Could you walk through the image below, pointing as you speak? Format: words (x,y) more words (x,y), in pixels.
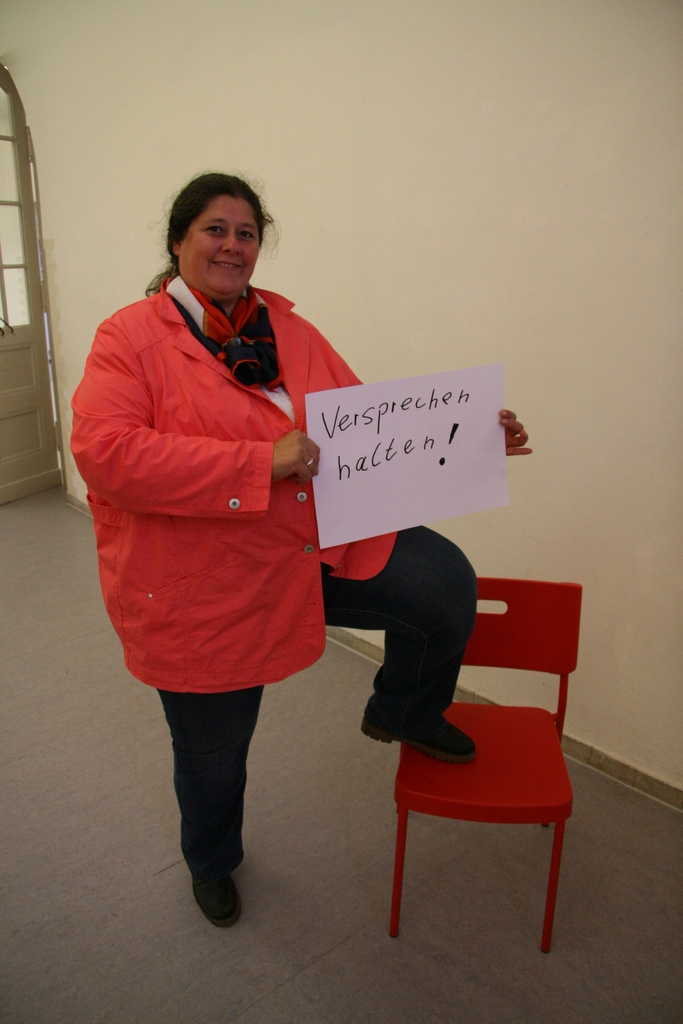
There is a lady (160,331) holding a paper (416,458) with something written (372,459) on that. She is keeping one of her leg (385,660) on a chair (424,756). In the back (334,147) there is a wall (250,136) and a part of a door (34,371) is visible.
